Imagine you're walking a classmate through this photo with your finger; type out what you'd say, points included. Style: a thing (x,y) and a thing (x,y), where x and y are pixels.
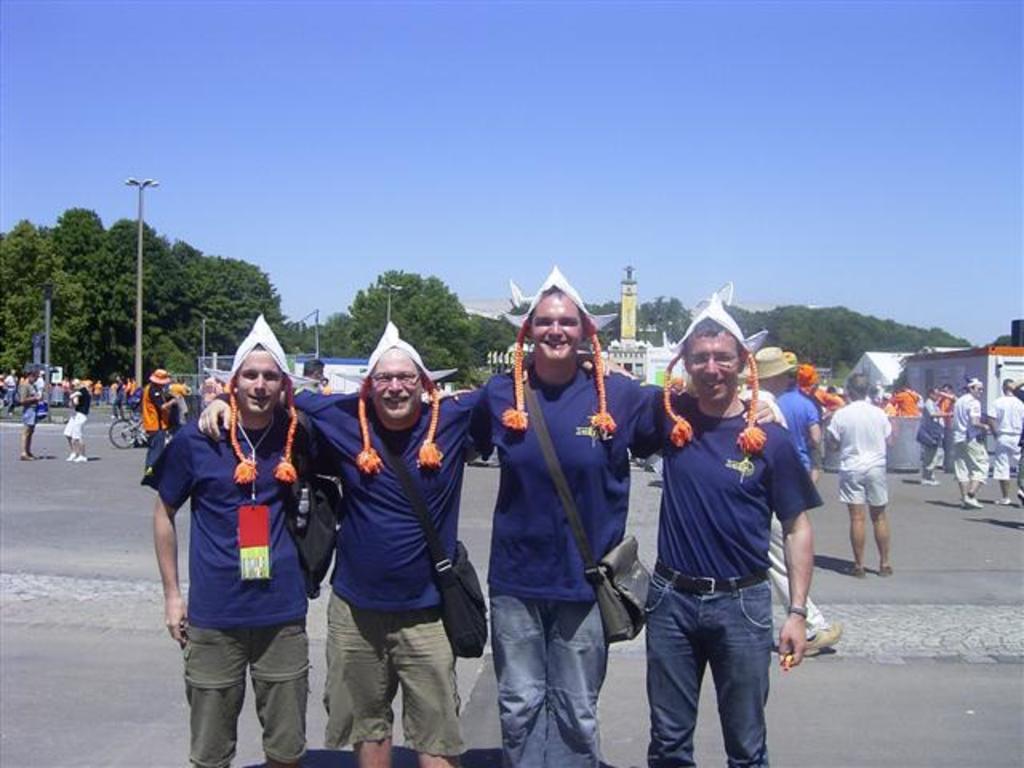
In this picture we can see four men (256,631) smiling, standing on the road (945,688) and at the back of them we can see a group of people (981,415), bicycle (145,433), poles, trees (208,323), buildings (621,341), some objects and in the background (343,171) we can see the sky (531,196).
